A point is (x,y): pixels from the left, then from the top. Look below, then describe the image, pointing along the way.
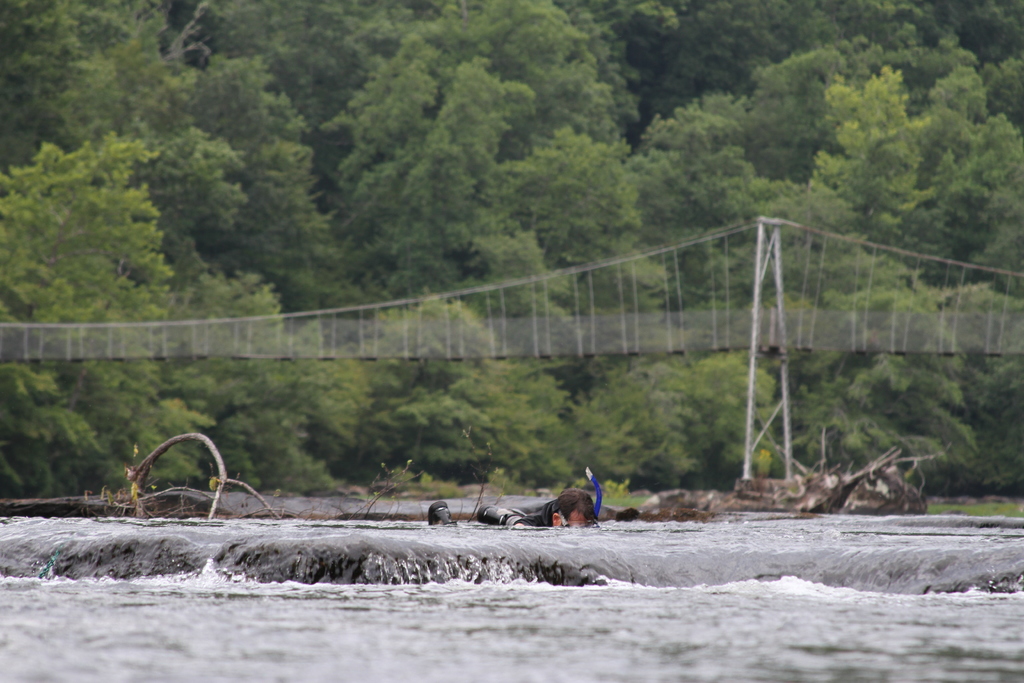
In this image there is the water (398,583). There are tree trunks (233,482) and a few objects (438,504) on the water (319,503). There is a bridge (990,319) across the water (282,571). In the background (440,146) there are trees (447,398).
